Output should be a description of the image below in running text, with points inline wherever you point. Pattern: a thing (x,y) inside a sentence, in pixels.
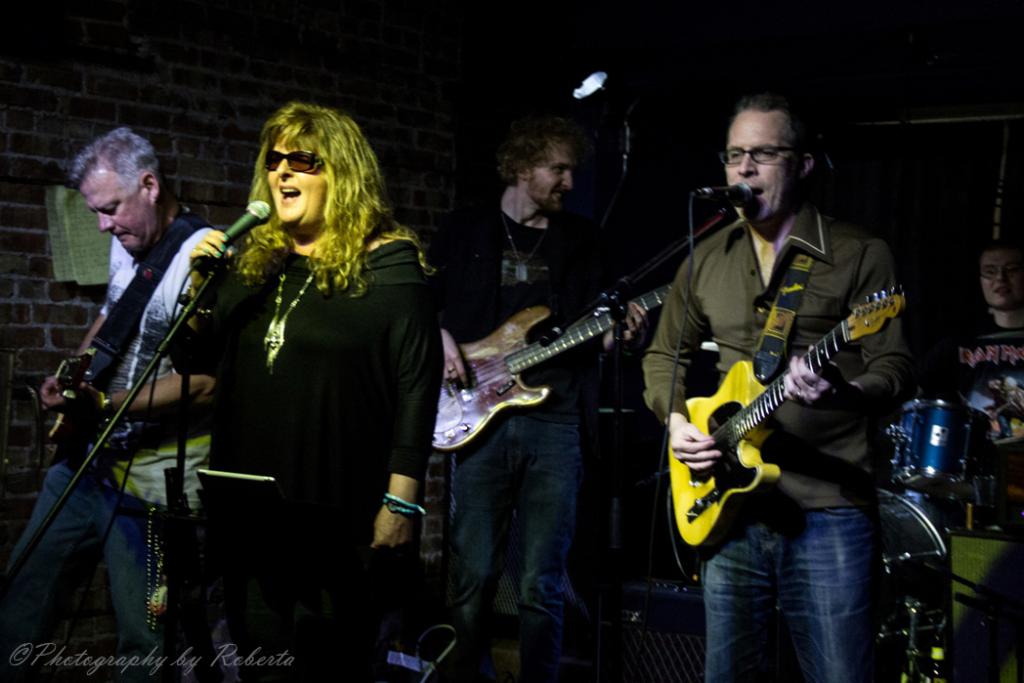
There are five people (339,395) in image. In the middle (385,409) there is a woman (328,385) who is holding a microphone (242,229) and she also wearing her goggles (283,156). On right side (755,255) there is a man (765,306) who is holding a guitar (772,379) and singing, on right side (1002,290) there is a man (998,317) who is wearing his glasses (986,271) and playing his musical instruments (948,421). On left side (68,288) we can see a wall (52,294) with bricks (45,301).
